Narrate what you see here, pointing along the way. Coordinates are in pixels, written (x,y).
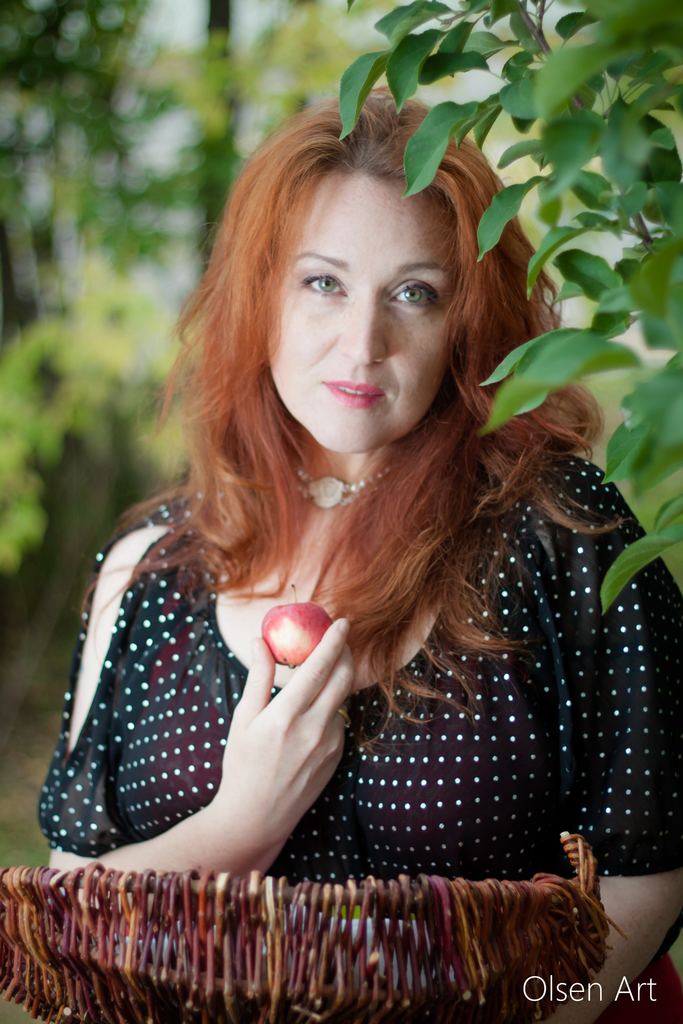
In the image I can see a lady (264,806) who is holding the basket (37,903) and a fruit (319,631) and also I can see some trees (100,518).
